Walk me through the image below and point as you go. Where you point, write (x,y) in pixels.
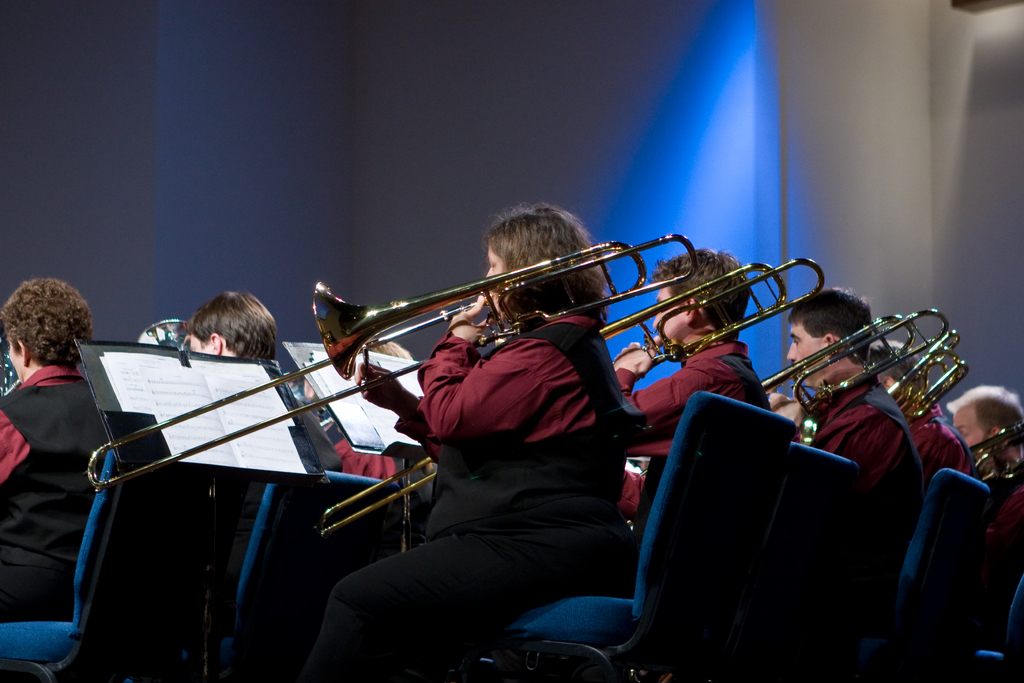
In this image I can see the group of people (458,416) are sitting on the chairs (555,619) and holding the trombones (775,377). In-front of these people (806,382) I can see the papers (264,453). I can see there is a blue, white and ash color background (613,172).
